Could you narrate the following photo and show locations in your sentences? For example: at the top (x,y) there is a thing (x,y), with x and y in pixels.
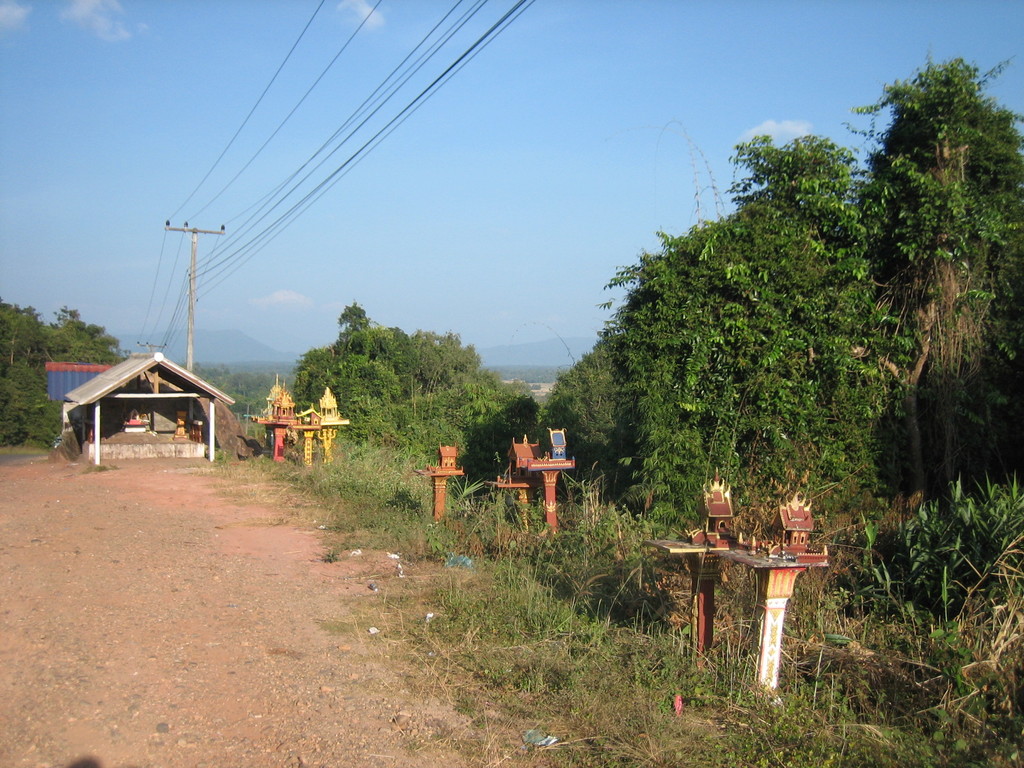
In this image I can see trees (946,361) in green color. Background (69,409) I can see few poles (266,418) in multi color, shed (171,391) in white color, electric pole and sky (300,139) in blue and white color.
